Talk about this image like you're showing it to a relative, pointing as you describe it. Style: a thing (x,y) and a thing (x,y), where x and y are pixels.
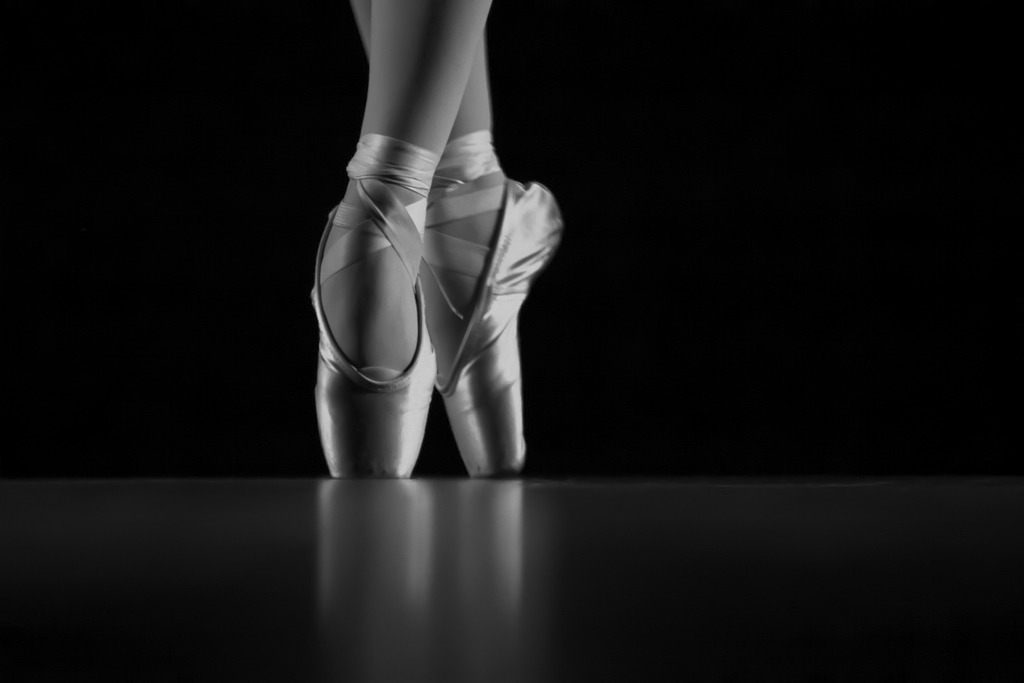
It is a black and white image. In this image we can see the women legs (413,349) on the floor (457,500) and the background (135,49) is in black color.
